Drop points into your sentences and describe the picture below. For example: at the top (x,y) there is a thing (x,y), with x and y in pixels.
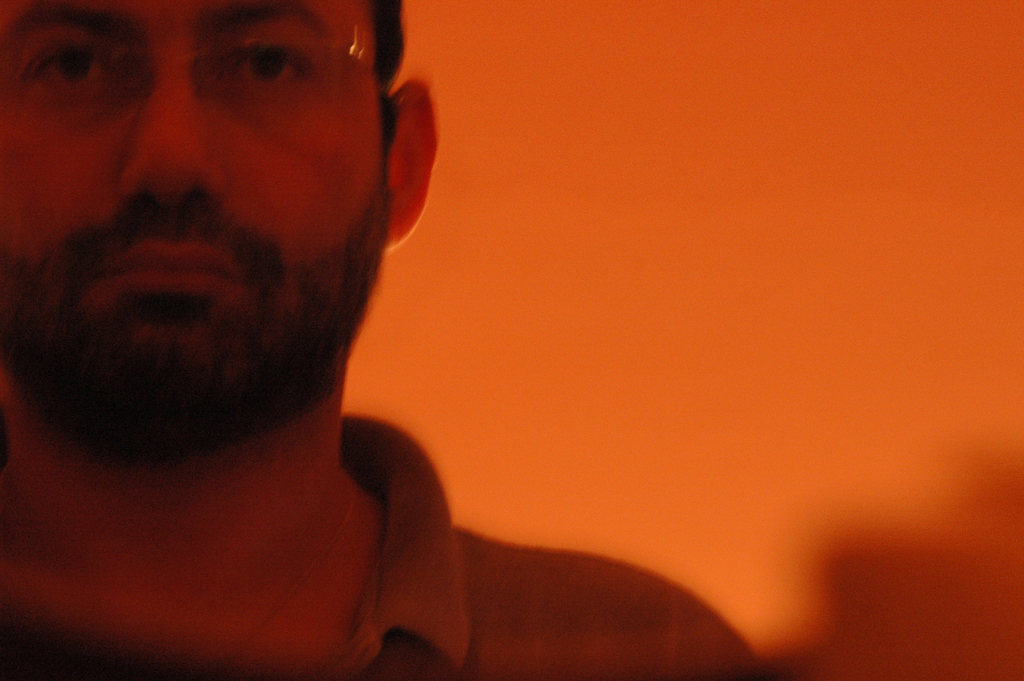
In this image we can see a man (250,578). The background (716,404) is blurry.
